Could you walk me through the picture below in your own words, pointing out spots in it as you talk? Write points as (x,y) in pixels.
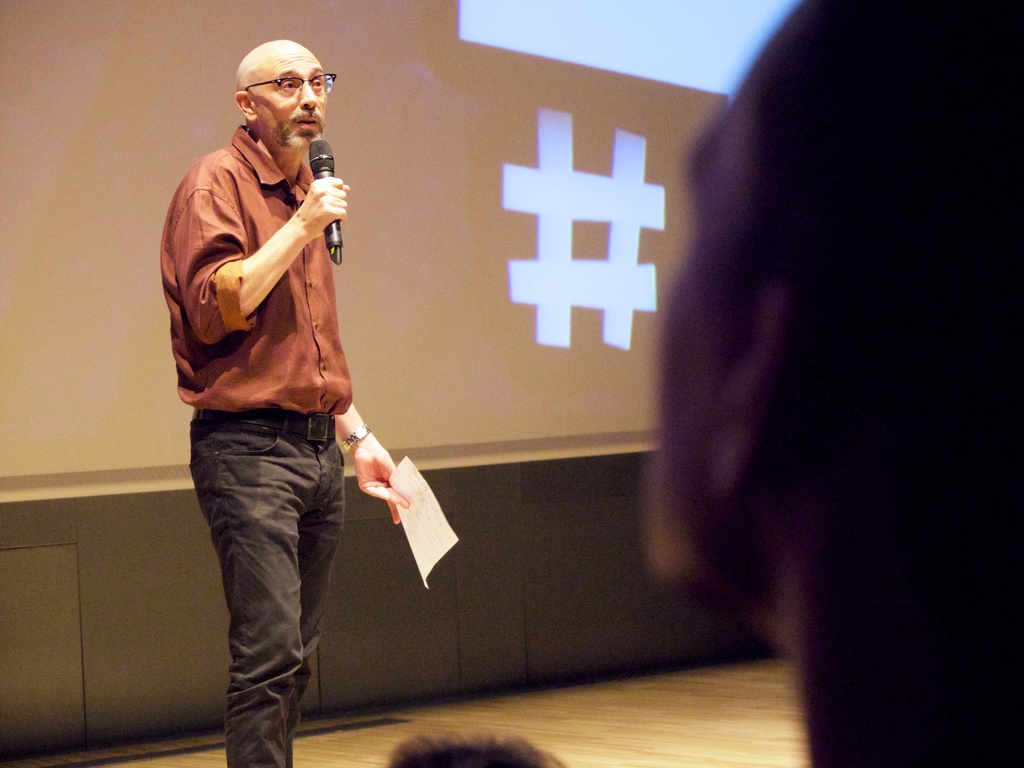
In this image i can see a man (330,498) standing and holding a microphone (318,153) and a paper (414,470) in hands (391,490). In the background (585,218) i can see a screen (527,159).
